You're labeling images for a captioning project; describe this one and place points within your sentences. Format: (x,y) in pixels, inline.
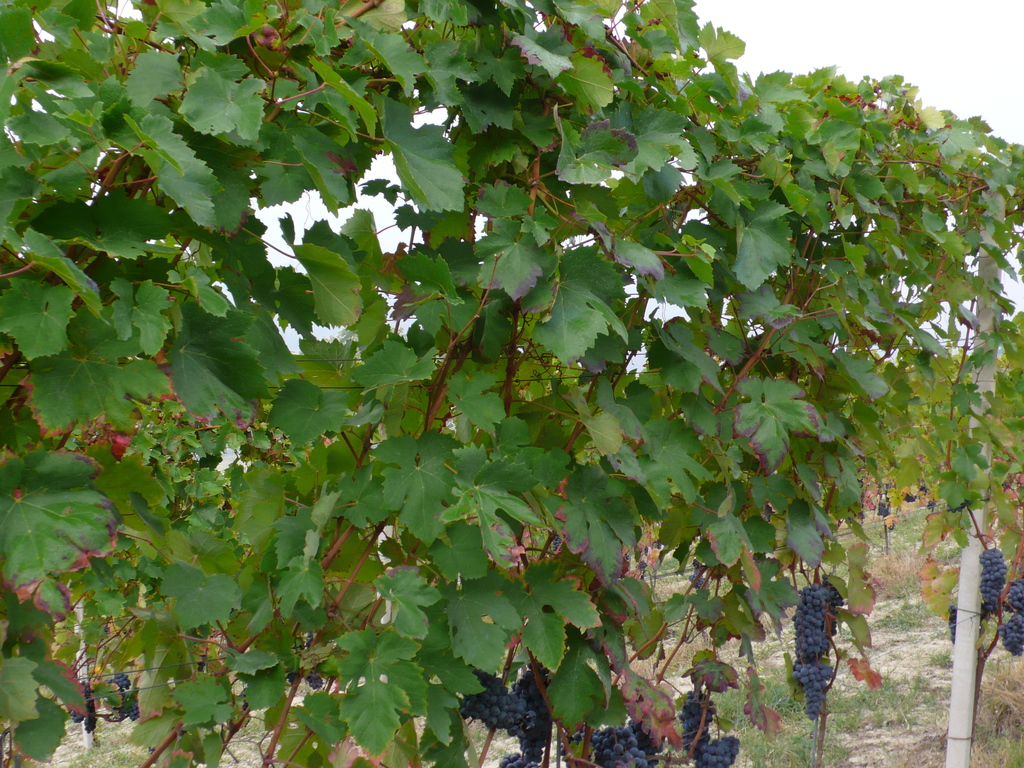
In this picture there is grape vine (470,406) in the center of the image (401,399).
